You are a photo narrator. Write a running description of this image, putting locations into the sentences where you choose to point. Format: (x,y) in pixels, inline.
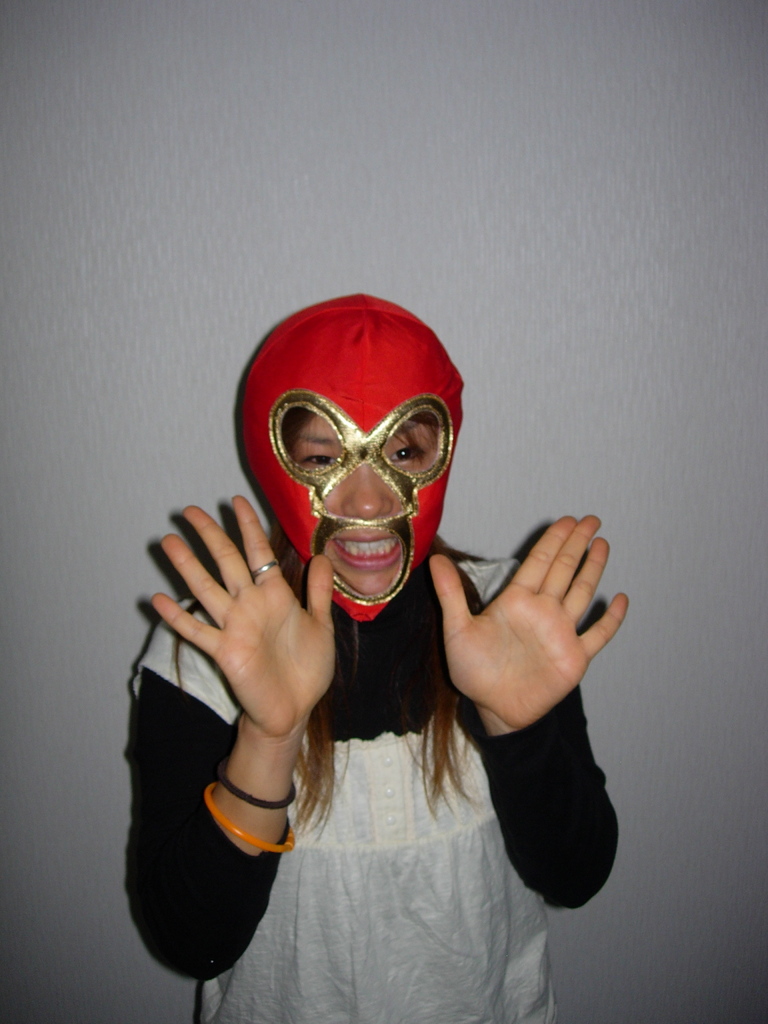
In this image, we can see a woman (586,888) standing and she is wearing a mask (280,413) on the head (276,503), in the background (228,150) we can see the wall (211,180).
